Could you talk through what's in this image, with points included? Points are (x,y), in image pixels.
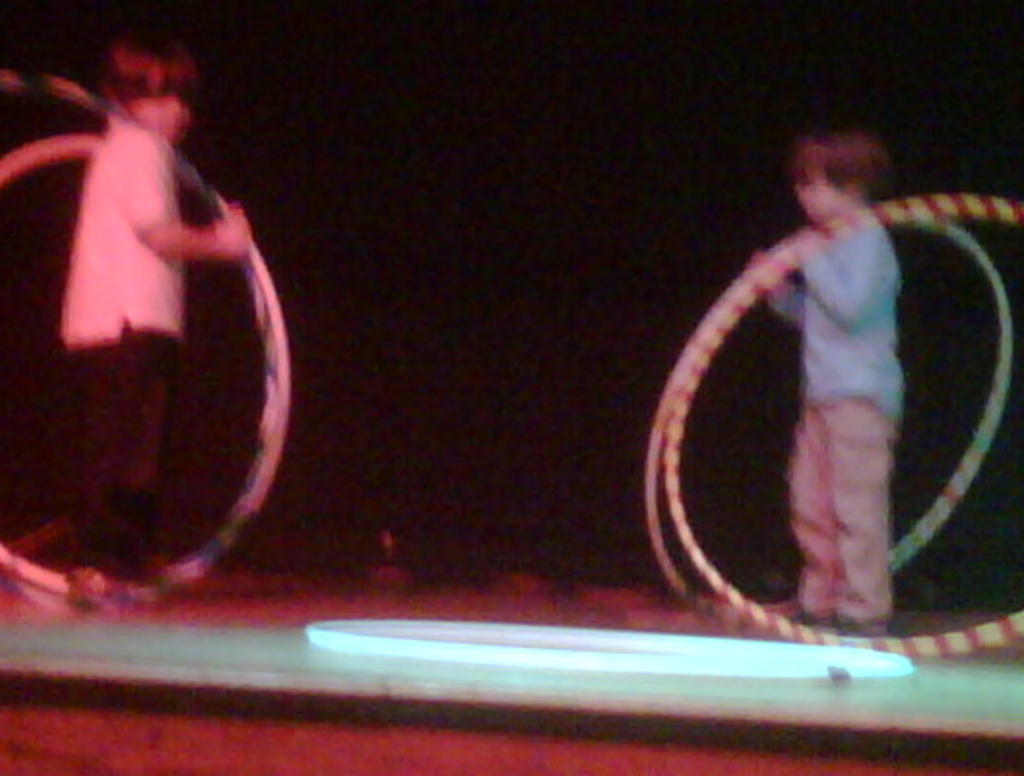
This is a blur image. On the right (857,366) and left side of the image (105,316) I can see two boys (783,288) are standing and holding the rings (720,319) in the hands (771,283).
